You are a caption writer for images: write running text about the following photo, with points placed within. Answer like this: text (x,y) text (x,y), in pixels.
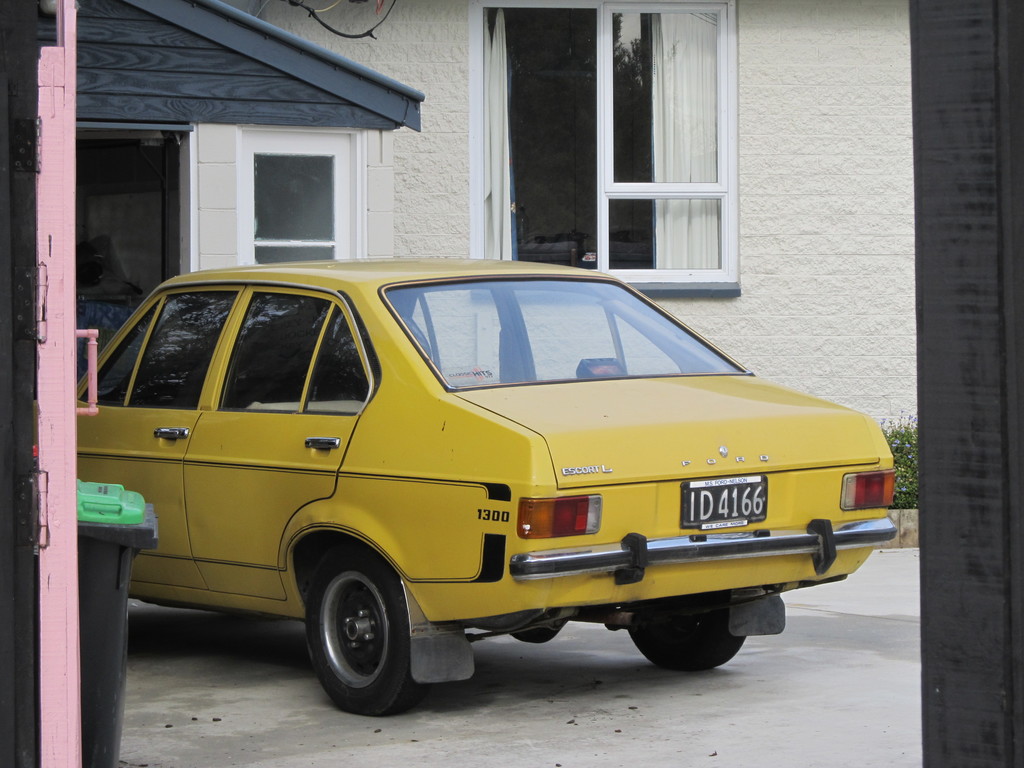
In this image I can see there is a building (125,241) and a door (66,266). And there are dustbin (123,659) and a wire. And in front there is a car (335,614) on the ground (184,681). And at the side there is a plant (895,485) with flowers (902,429).
